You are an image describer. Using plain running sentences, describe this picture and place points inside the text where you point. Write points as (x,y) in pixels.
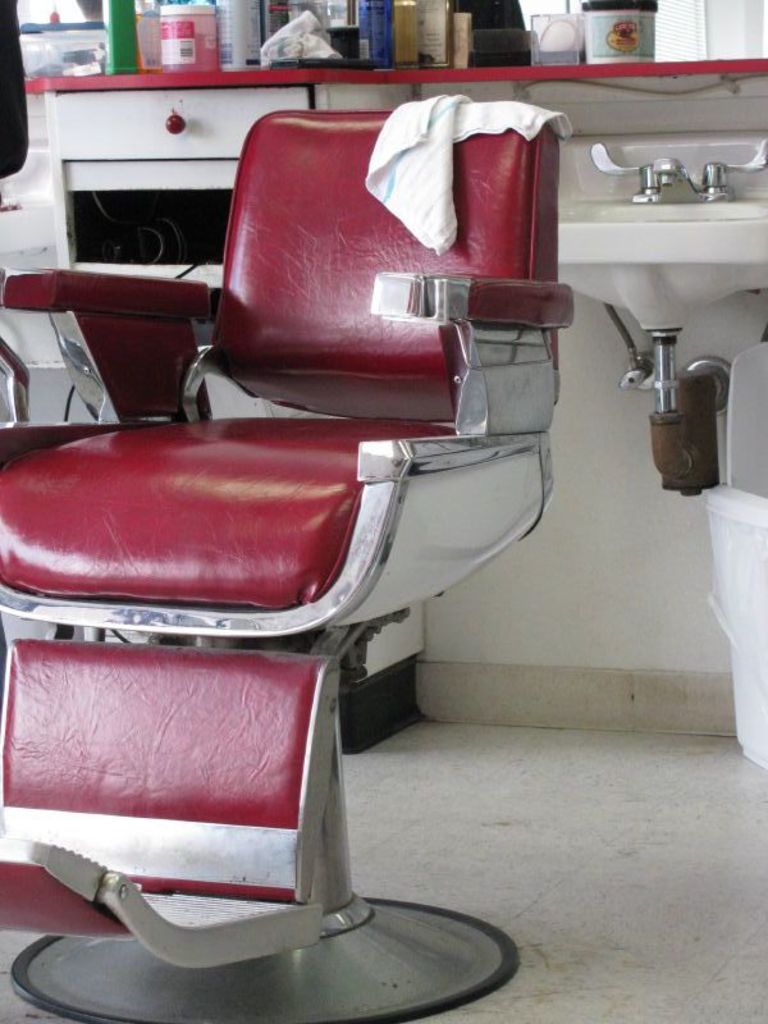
This is a barber chair (217,556). I can see a wash basin (643,208) with the taps (651,202), which is attached to the wall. These are the cosmetic products (124,44), which are placed on the table (373,70). On the right side of the image (730,514), that looks like a dustbin (728,594).
